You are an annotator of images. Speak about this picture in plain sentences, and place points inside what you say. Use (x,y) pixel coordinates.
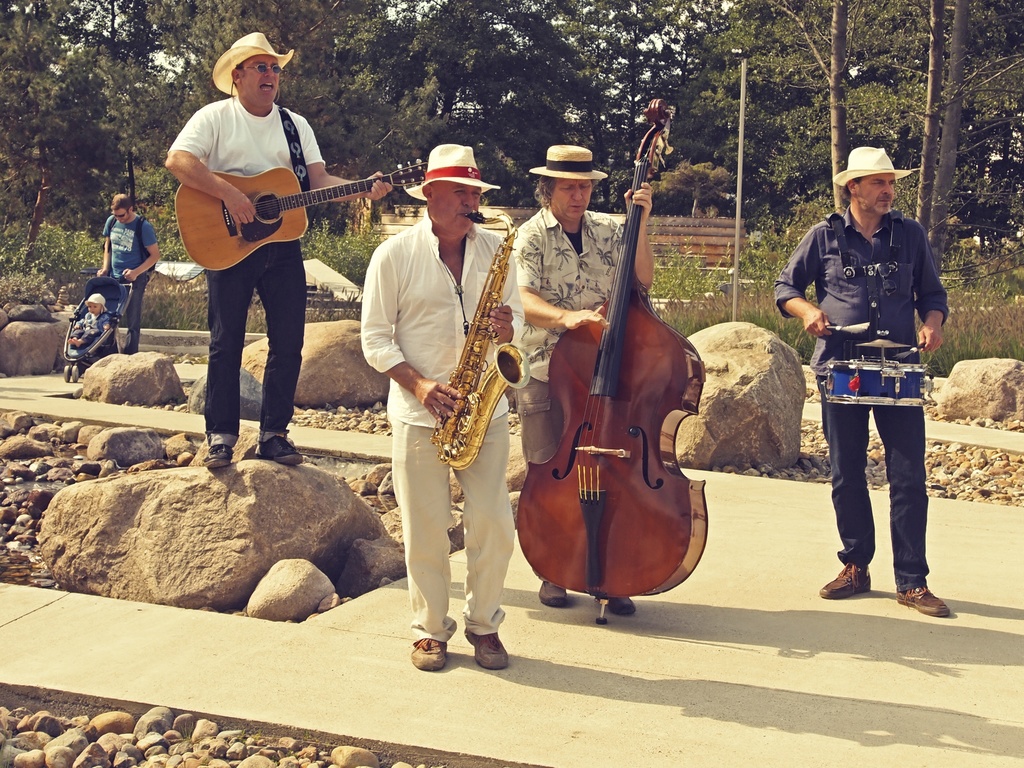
In this image four persons (912,340) are playing musical instrument (602,463) all of them are wearing hats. This looking like a park (225,486). The man (867,356) on the right (917,395) is playing drum (870,397), he is wearing blue shirt (881,282). In the middle (655,339) one man (528,325) is playing double bass (627,354). Beside him the person (512,308) is playing saxophone (472,381). on the right side (760,225) there are trees (954,225). On the left side (268,141) a man (238,160) is playing guitar (231,221). behind him a man (134,263) is pushing a stroller (108,307). On the stroller (113,290) there is a baby (92,304). On the background (362,221) there are trees (685,78).
